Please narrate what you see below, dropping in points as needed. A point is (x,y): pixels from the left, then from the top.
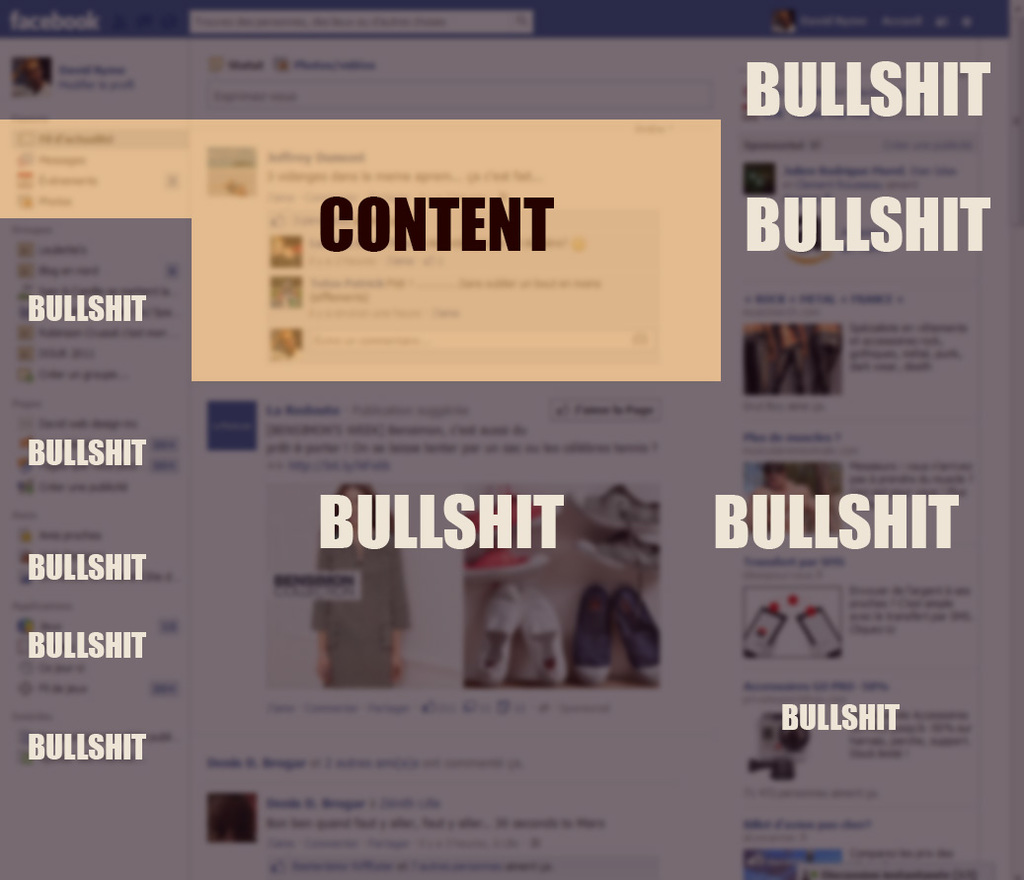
In this image I can see some text (234,68) and few images (601,574) on the screen (554,463).
